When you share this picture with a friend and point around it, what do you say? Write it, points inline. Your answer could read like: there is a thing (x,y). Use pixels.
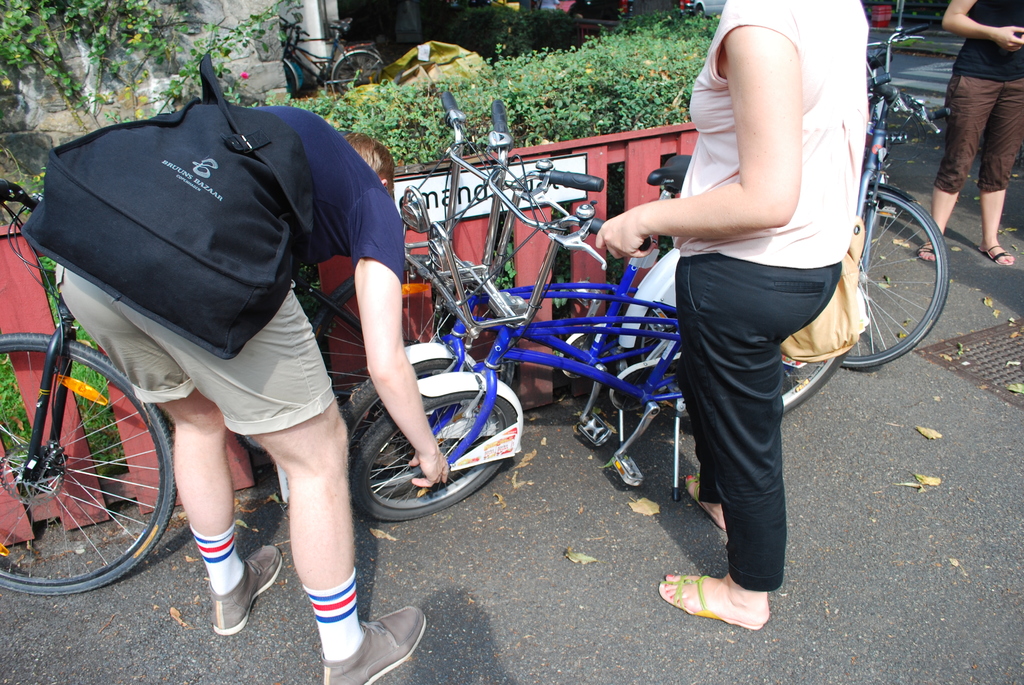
In this image, we can see three persons (178,417) are on the road (540,551). Here we can see bicycles (423,231) are parked near the fence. In the background (289,22), we can see plants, bicycles (342,78), wall (212,22), vehicles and few things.
